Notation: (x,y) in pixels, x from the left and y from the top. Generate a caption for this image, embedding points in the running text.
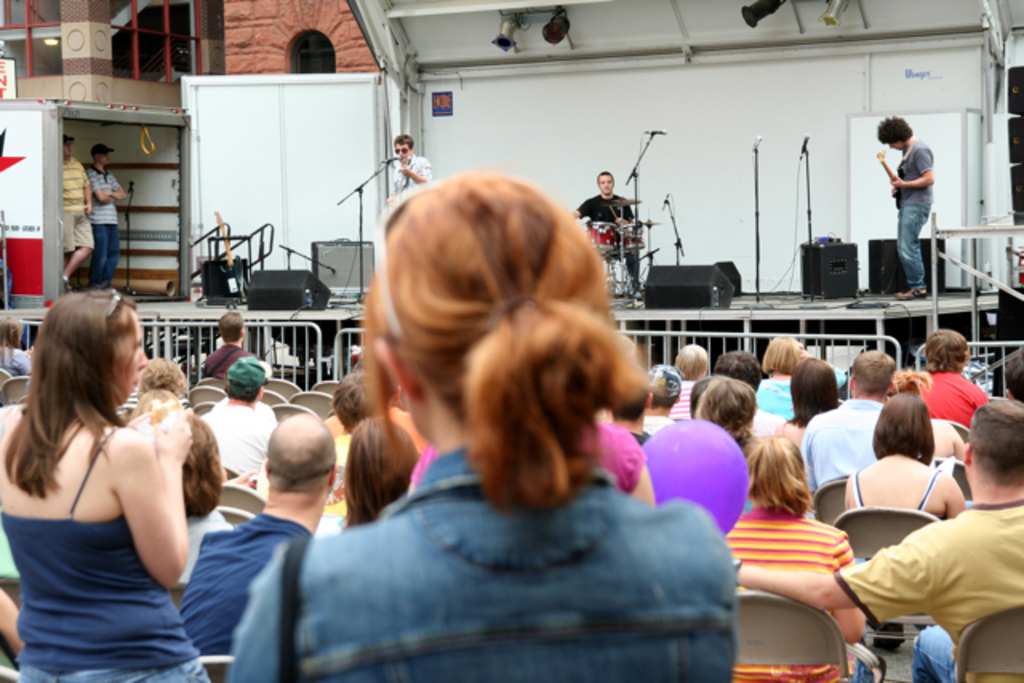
In this image there are group of persons (466,455) sitting and standing in the center (366,419). In the background (413,177) there are persons (611,197) performing on the stage (789,196), there are black colour speakers (693,266) on the stage (662,185), there are mic stands (665,197) and there is a person (605,218) sitting and playing a musical drum (614,237). On the left side (77,210) there are persons (92,208) standing inside the truck (123,171). In the background (254,39) there is a building (272,27) and there are lights (554,31).
